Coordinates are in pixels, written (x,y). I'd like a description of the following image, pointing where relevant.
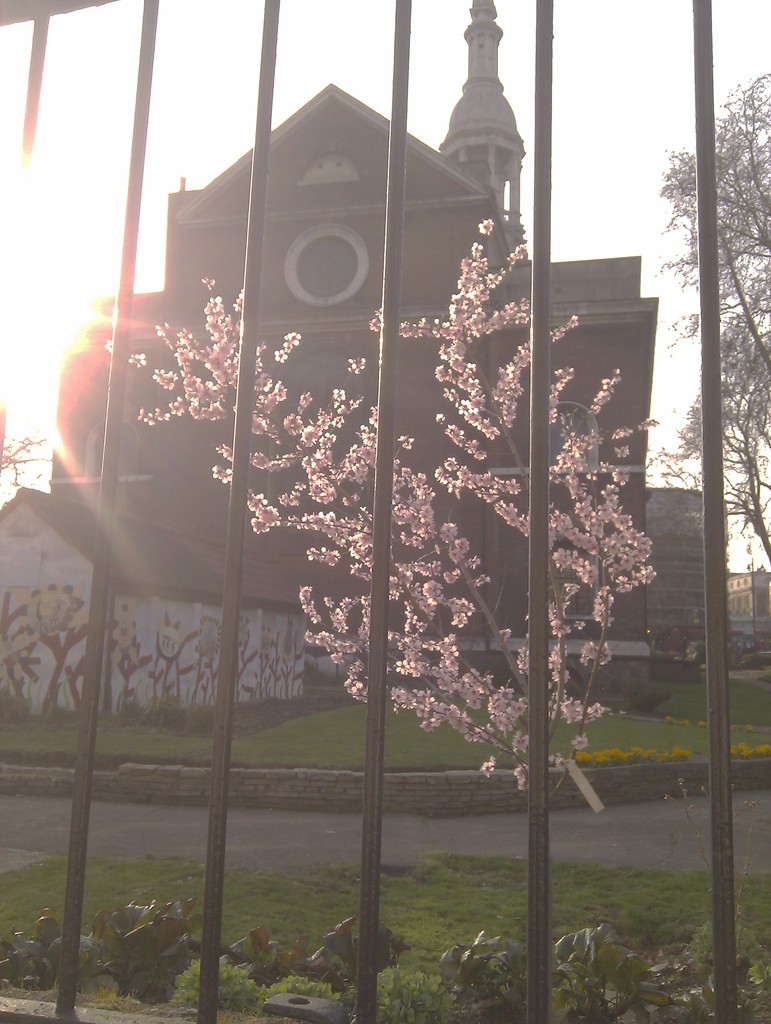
In this picture, we can see metallic fencing (87,668), ground (405,845), grass (393,903), road (580,809), plants (483,952), trees (734,469), house (65,658), buildings (494,131), sky (209,113) and the sun (86,288).
